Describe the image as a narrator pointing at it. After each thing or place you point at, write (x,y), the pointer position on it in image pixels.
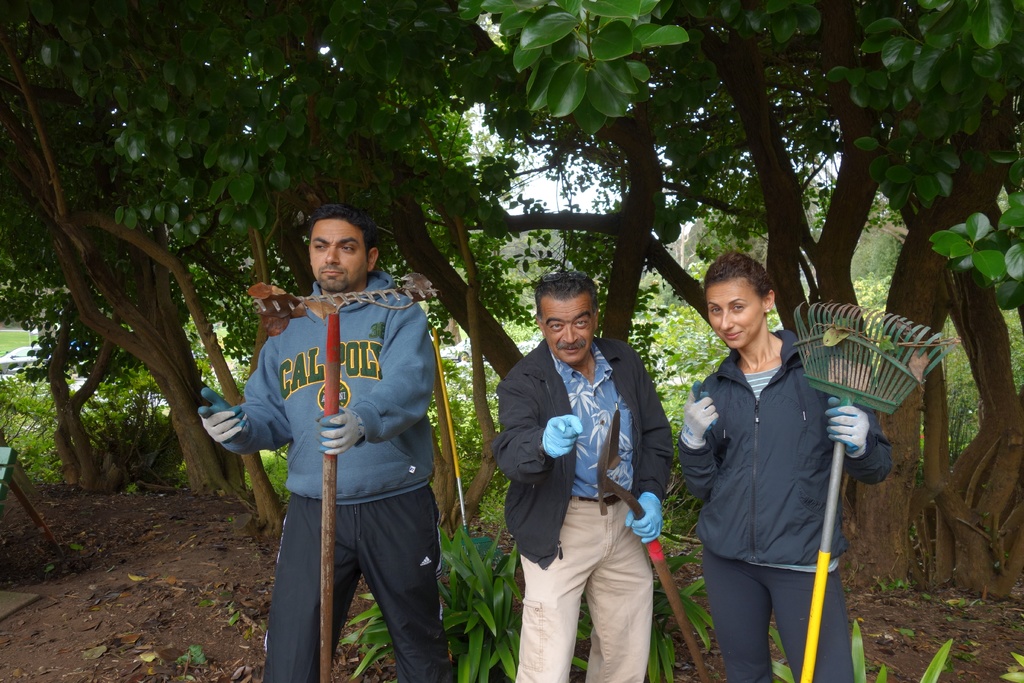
In this picture, there are three persons (525,412) wearing jackets (813,447) and holding garden tools (324,480). Among them, there are two men (560,393) and one woman (719,483). At the bottom (509,596), there is a plant (472,557). In the background (399,158), there are trees (887,168).
